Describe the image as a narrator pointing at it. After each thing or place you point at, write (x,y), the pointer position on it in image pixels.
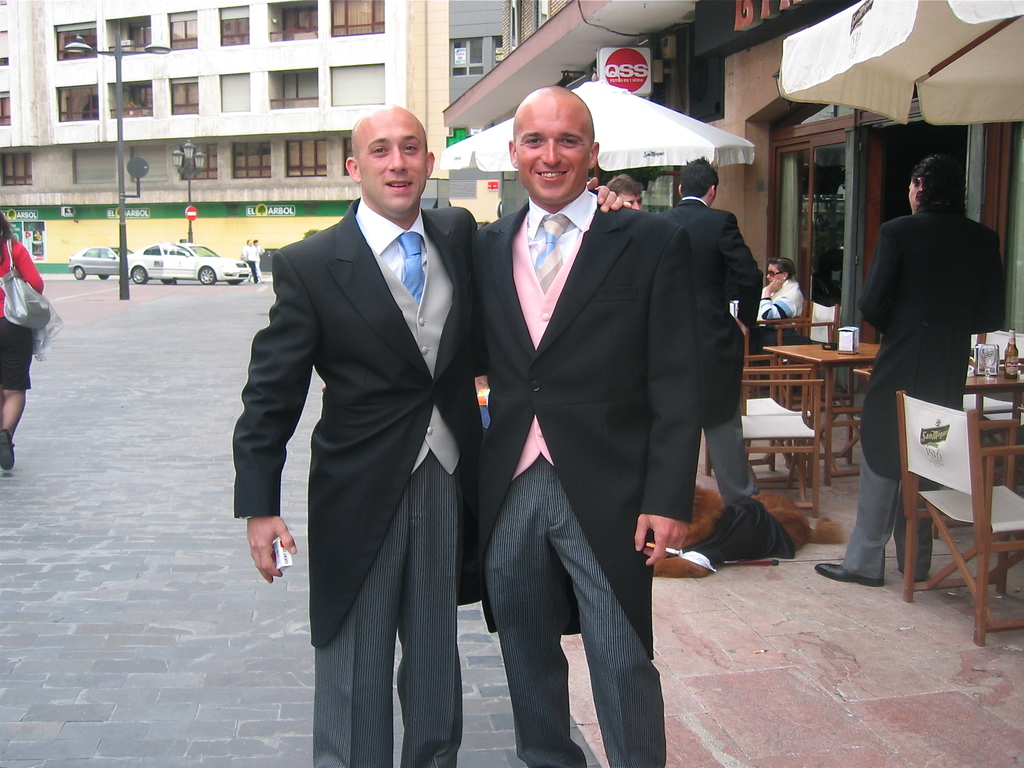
In this picture, There is a floor (195,743) which is in gray color, In the middle (679,464) there two people (614,585) standing and in the right side (946,502) there are some tables (847,420) and chairs (791,379) which are in brown color, There is a white color tent (689,136), In the background (232,143) there is a building (268,97) in white color and there is a pole (121,53) which is in gray color and there are some cars (139,254).
